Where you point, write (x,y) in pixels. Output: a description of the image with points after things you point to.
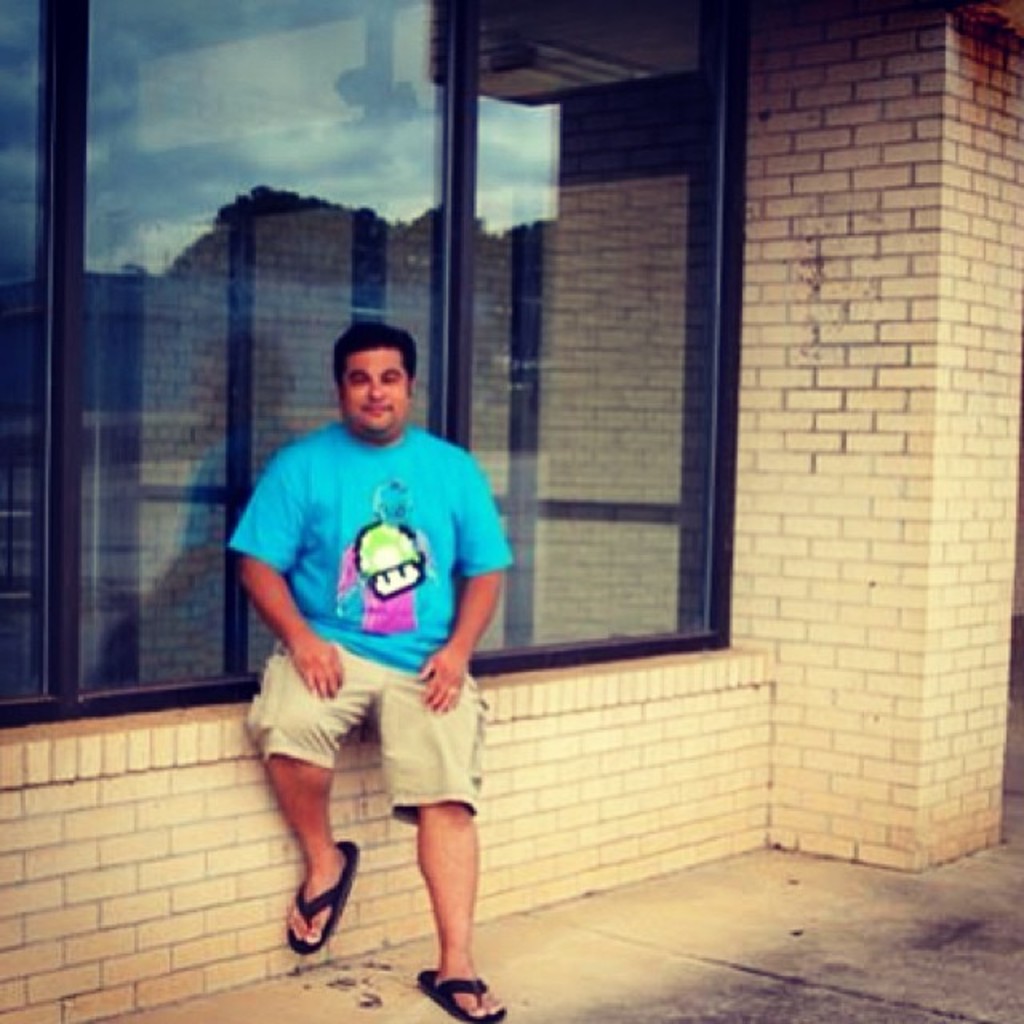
There is a man (459,732) sitting and we can see wall (199,736), behind this man (369,629) we can see glass (150,350), through this glass (131,278) we can see wall (186,400) and sky (199,128).
